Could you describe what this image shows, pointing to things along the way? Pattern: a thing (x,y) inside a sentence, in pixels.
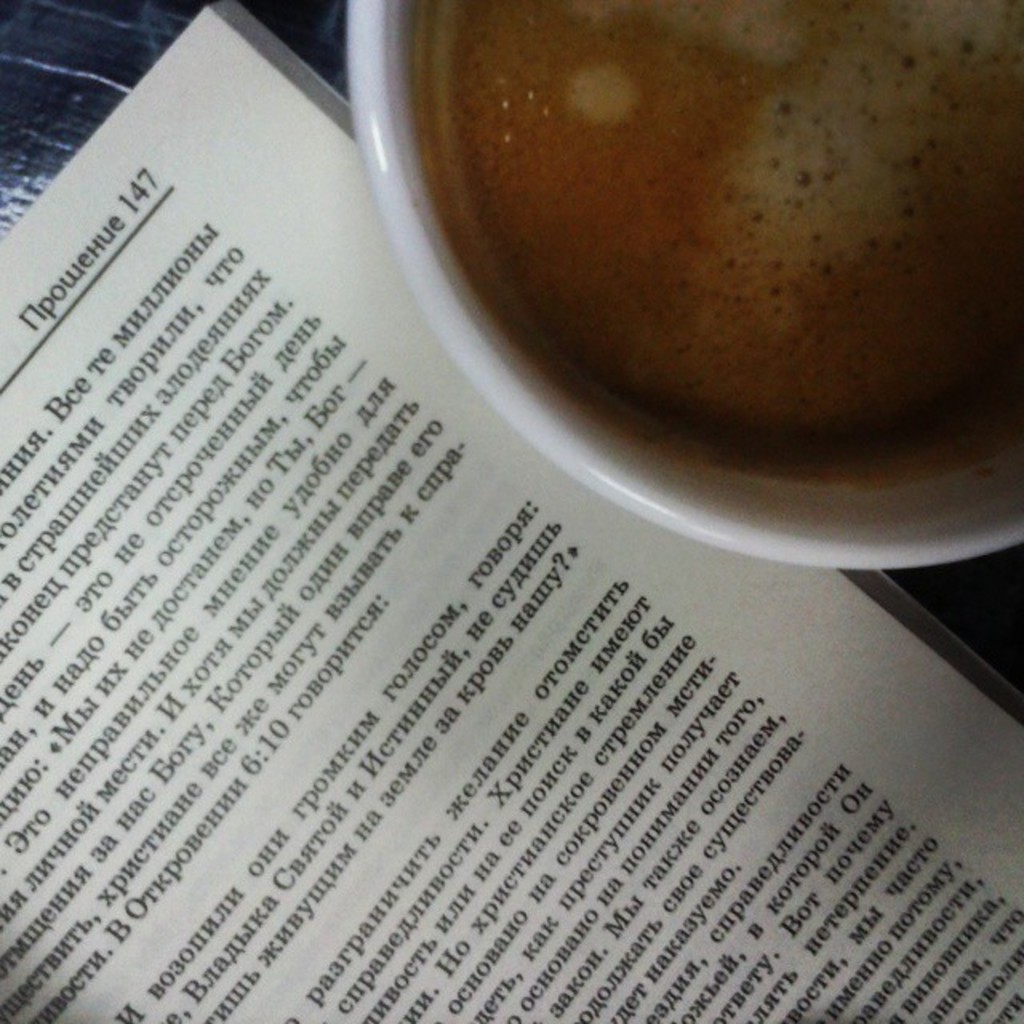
In this image we can see a book (401,565), mug (377,36) with coffee (547,195) on the table (950,603).
